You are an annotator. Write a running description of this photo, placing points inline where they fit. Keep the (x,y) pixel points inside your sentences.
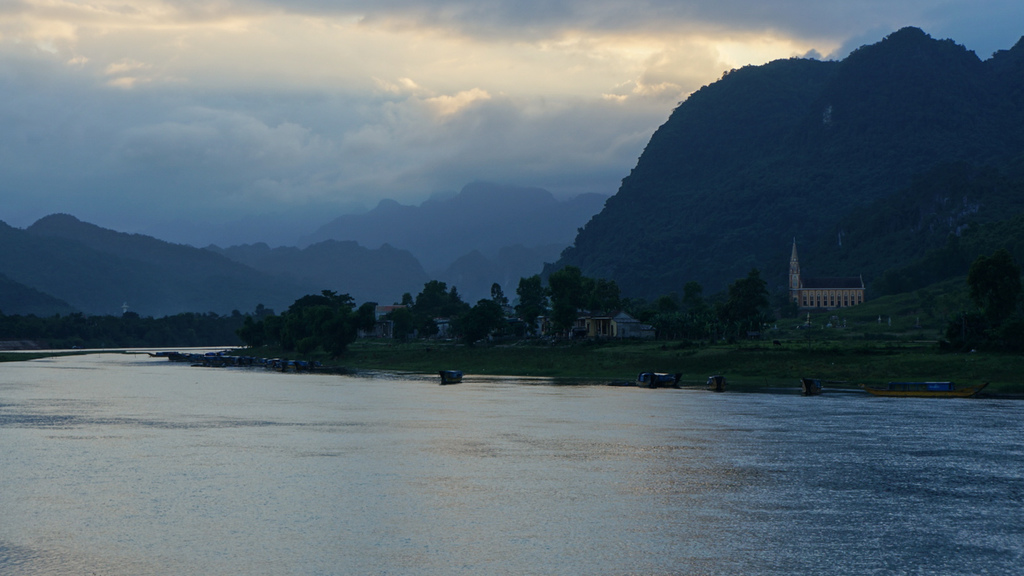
In this image we can see group of buildings (635,322), trees (490,331), water (634,490). In the background (972,152) we can see mountains (437,234) and a cloudy sky (500,149).
